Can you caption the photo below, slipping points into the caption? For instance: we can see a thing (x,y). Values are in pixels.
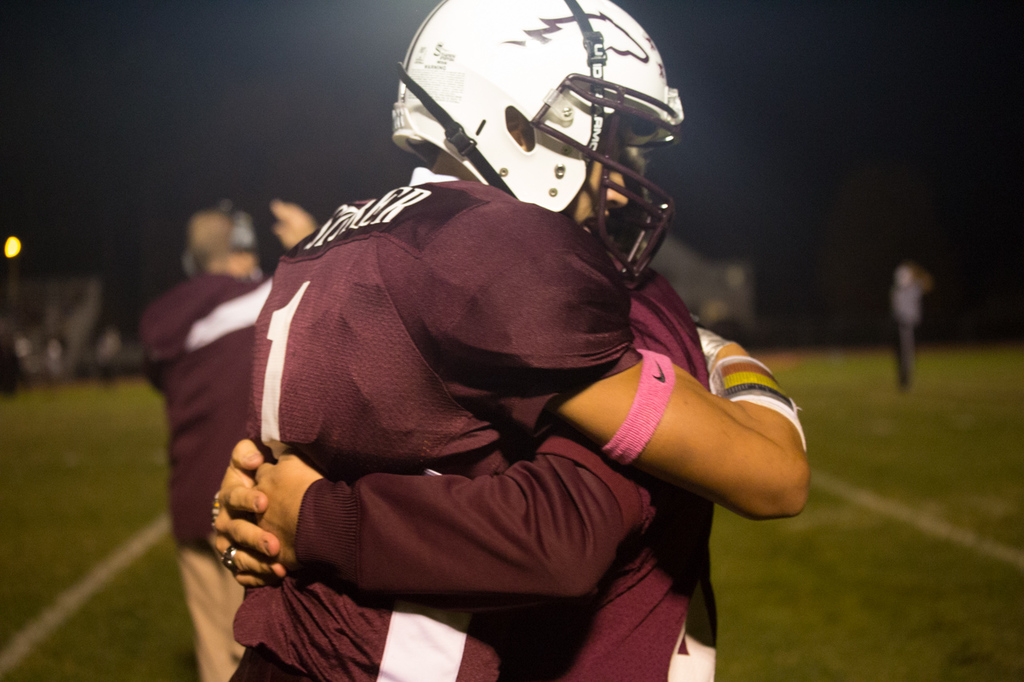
In this image, there are two persons (436,343) wearing clothes (394,496) and hugging on the blur background.
